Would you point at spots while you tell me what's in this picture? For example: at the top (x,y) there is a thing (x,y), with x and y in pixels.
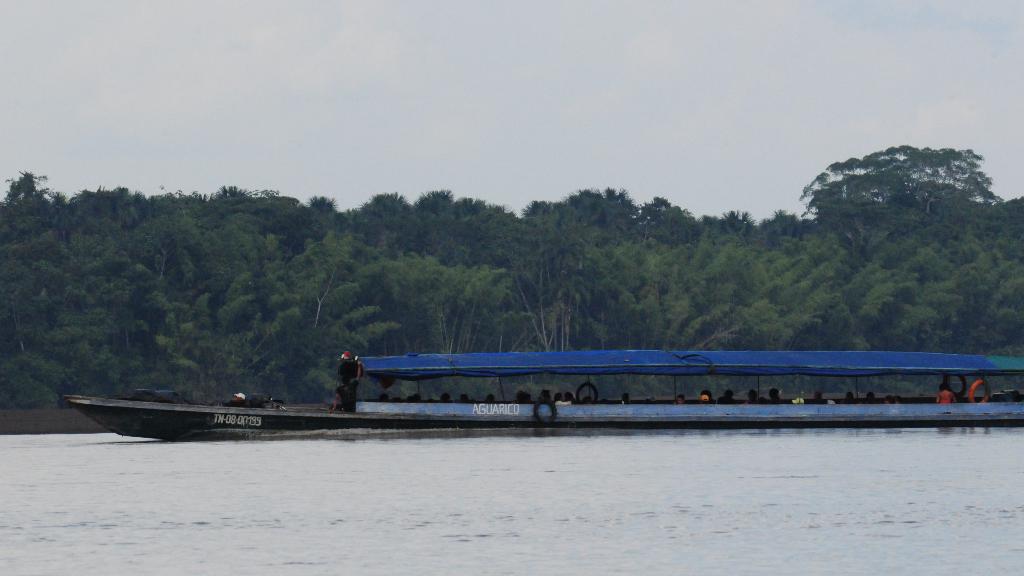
In this image I can see the water (597,497), a boat (301,416) which is black, white and blue in color on the surface of the water (550,433) and few persons (850,395) in the boat (789,410). In the background (349,285) I can see few trees (346,291) which are green in color and the sky (717,140).
